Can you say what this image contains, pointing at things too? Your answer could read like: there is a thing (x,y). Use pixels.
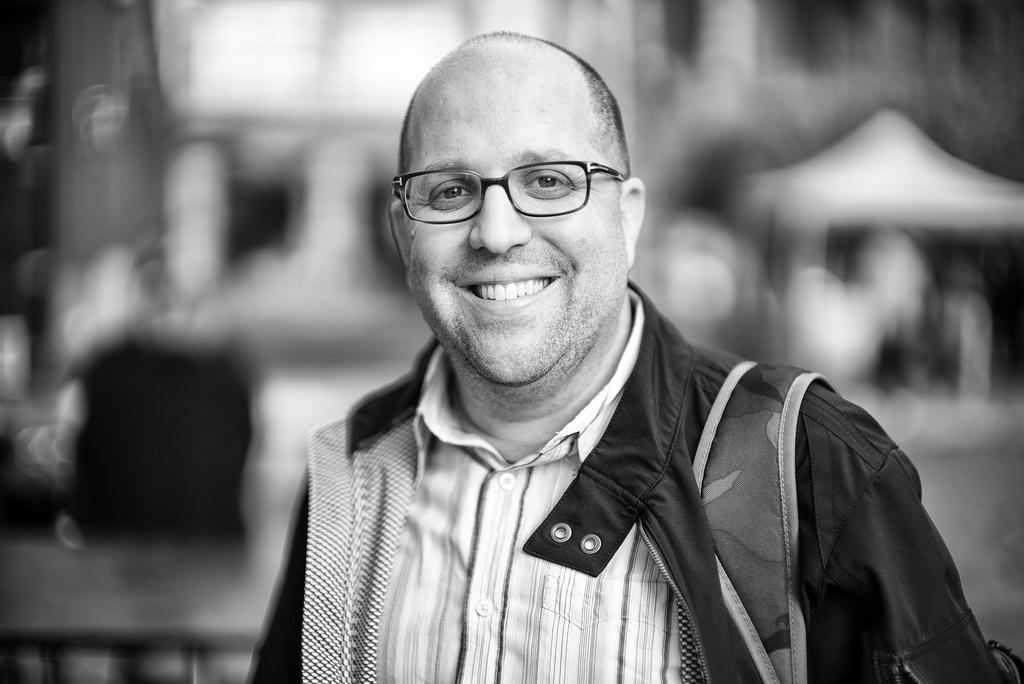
This is a black and white picture. I can see a man (525,207) smiling, and there is blur background (303,41).
